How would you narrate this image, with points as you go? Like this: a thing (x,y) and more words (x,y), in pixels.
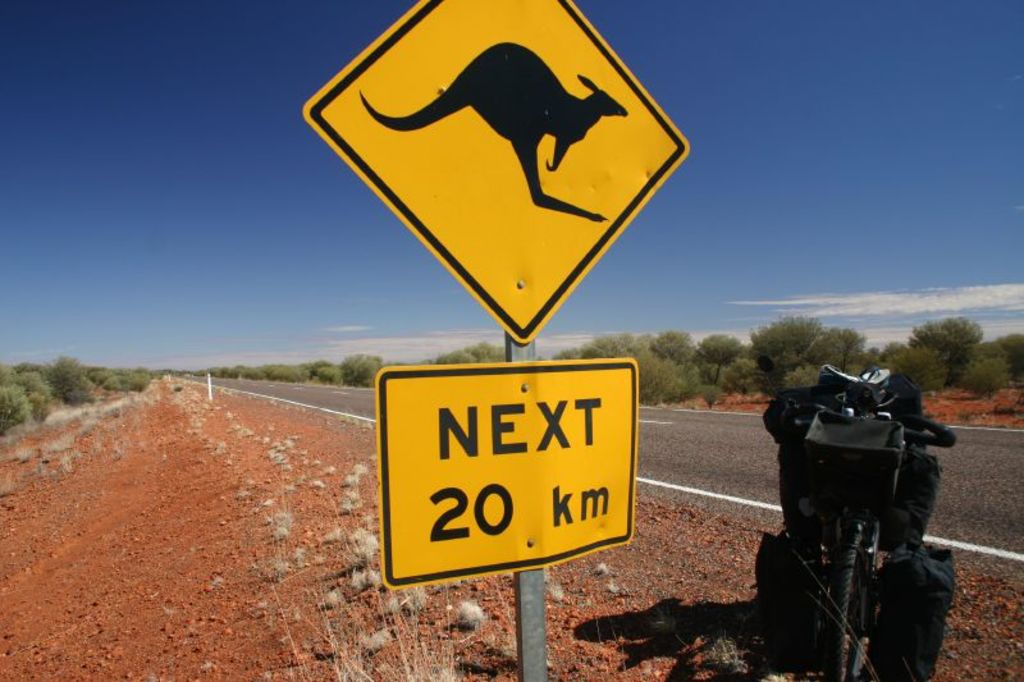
In this image, we can see sign boards (503,452) with rod (542,625). Background there is a road (364,386), ground (18,573), trees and sky (63,204). Right side of the image (880,434), we can see bicycle (859,627) and few objects (928,627).
